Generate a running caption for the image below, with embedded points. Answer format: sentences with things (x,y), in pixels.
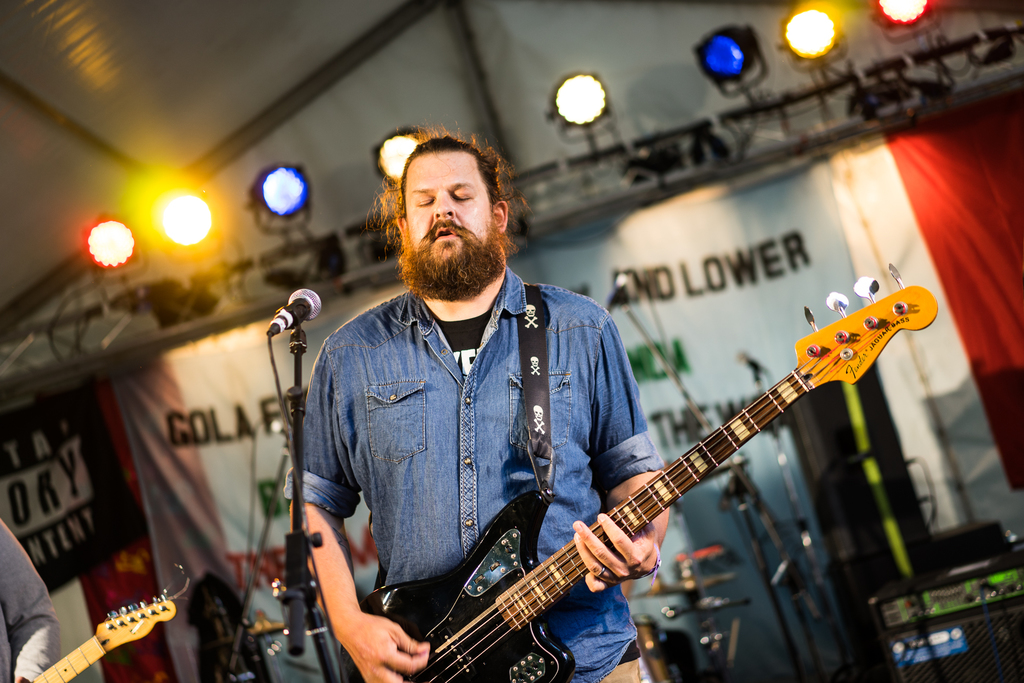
On the background (988,164) we can see lights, banners (28,418). Here we can see one man (511,421) wearing denim jacket (463,424), standing in front of a mike (315,303) and playing guitar (600,531). On the background (673,613) we can see drums (686,641), electronic device (967,565). Here we can see partial part of a guitar (96,646) and a person (52,622).
